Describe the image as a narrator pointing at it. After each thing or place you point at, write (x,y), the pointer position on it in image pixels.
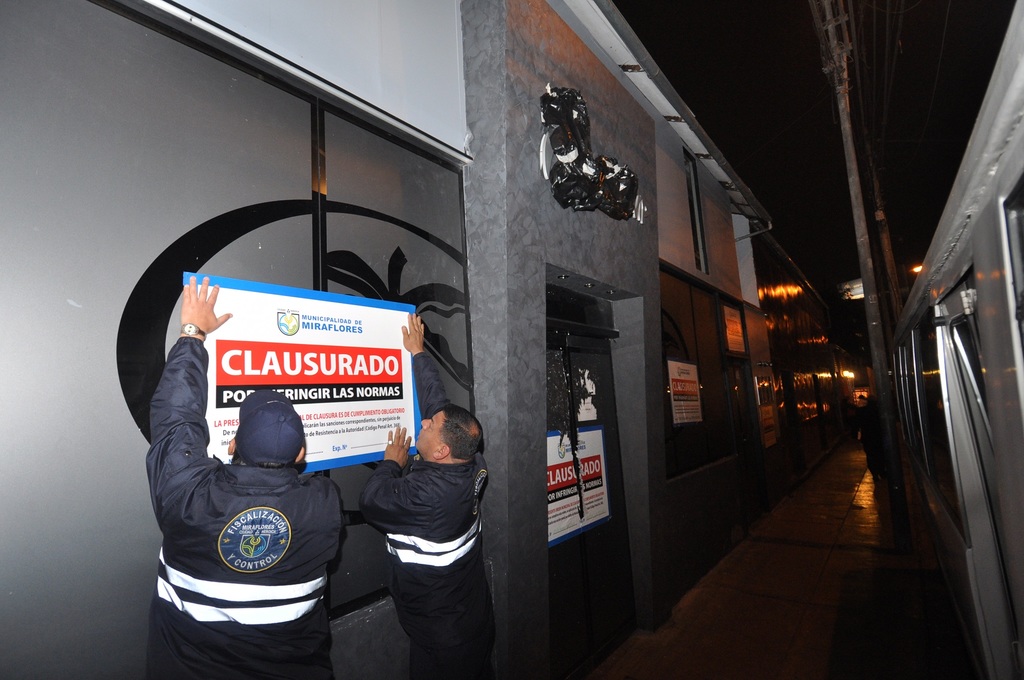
In this picture I can see buildings (570,324) and few posters (594,477) with some text (586,442) and I can see couple of men (302,514) trying to stick a poster (291,356) and I can see couple of poles (886,253).
